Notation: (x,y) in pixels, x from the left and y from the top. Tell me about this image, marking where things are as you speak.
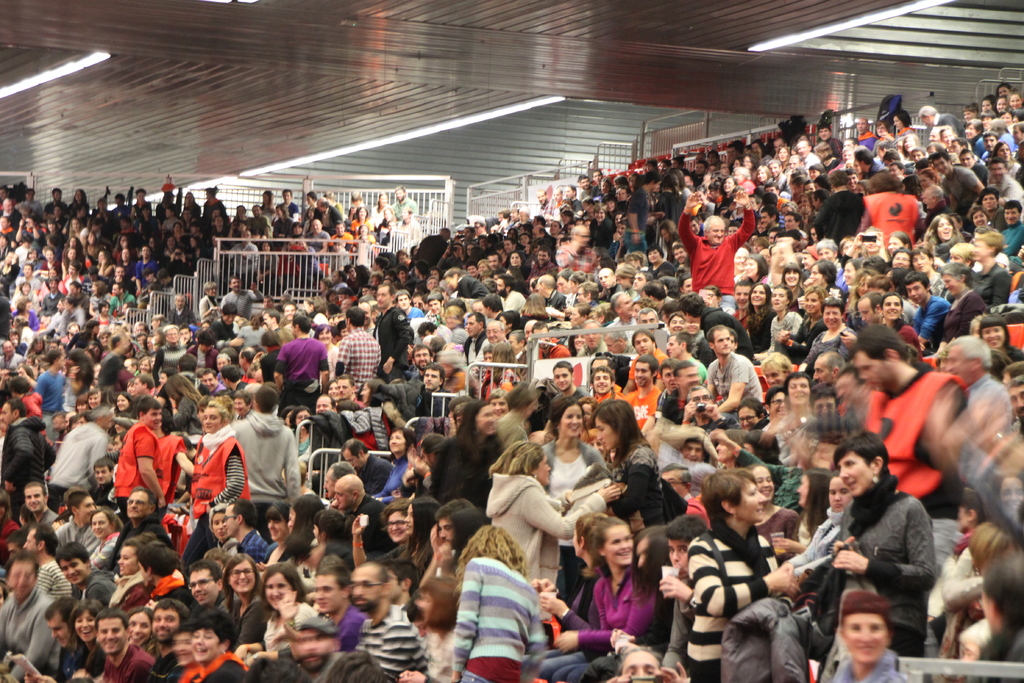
There are group of people (341,281) and we can see railings (481,368). At the top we can see lights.
